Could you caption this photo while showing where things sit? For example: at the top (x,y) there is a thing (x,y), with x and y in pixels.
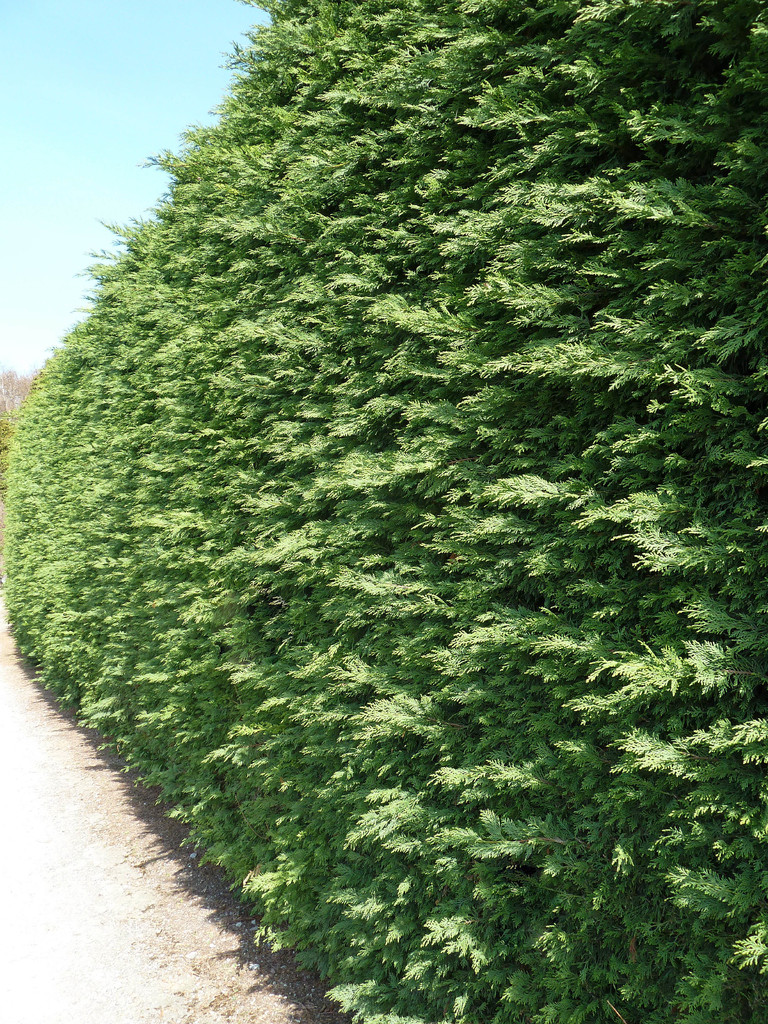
In this picture there are few trees (233,454) which are in green color and the sky (138,183) is in blue color.
